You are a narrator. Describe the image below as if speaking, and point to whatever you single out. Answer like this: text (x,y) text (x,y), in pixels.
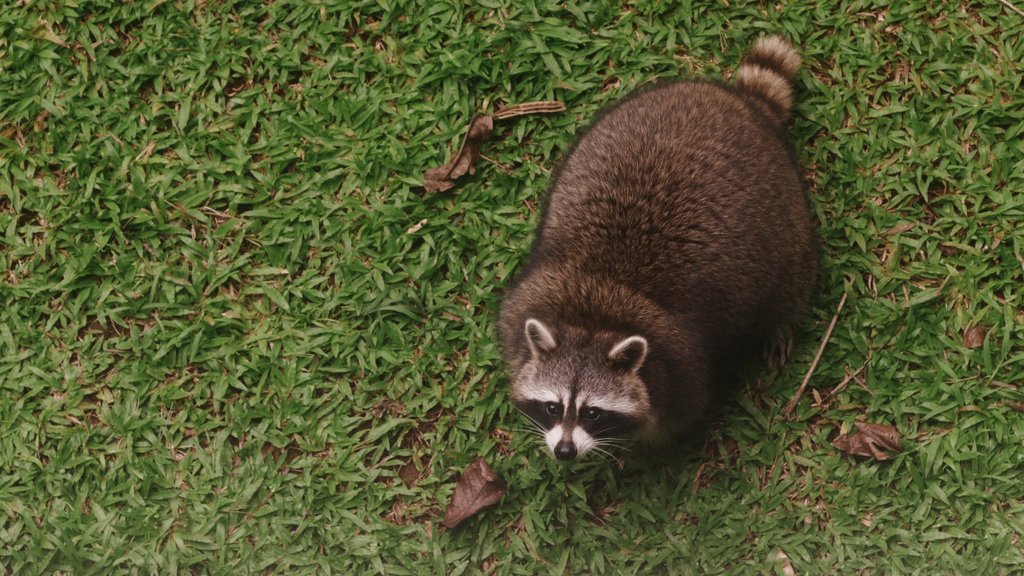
In this picture we can see a raccoon (697,323) in the front (692,283), at the bottom (428,489) there are some plants (814,196).
